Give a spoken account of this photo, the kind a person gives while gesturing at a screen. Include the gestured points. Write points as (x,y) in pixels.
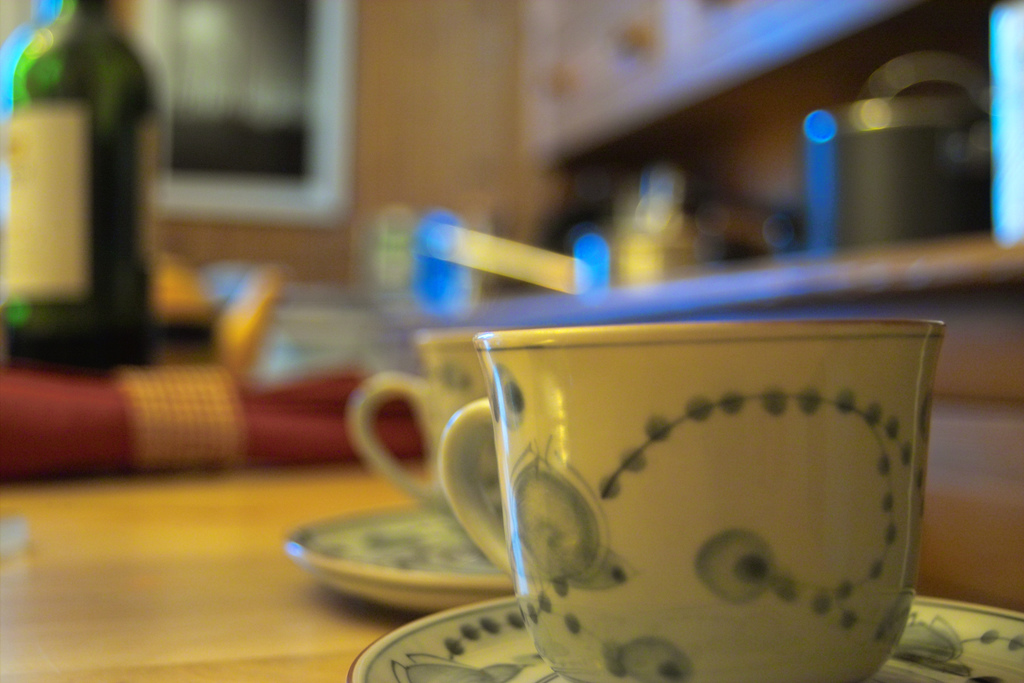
In the picture we can see two cups (622,403) and two saucers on the table (40,556). In the background (210,26) we can see a wooden wall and some things (19,424).
